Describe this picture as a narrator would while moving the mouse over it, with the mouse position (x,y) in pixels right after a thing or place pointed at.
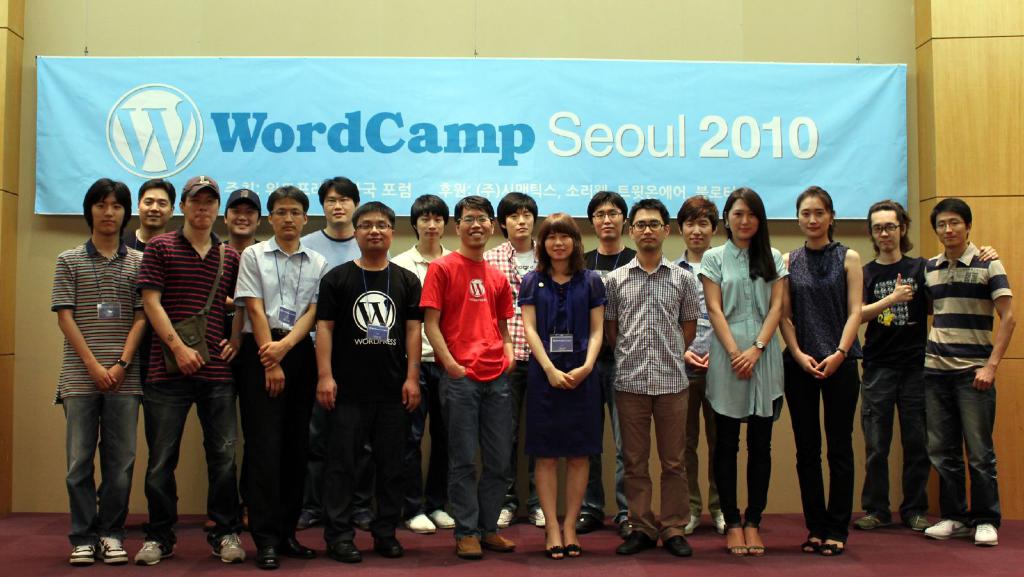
In this image, we can see people (604,252) standing on the stage (782,557) and some are wearing id cards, caps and glasses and one of them is wearing a bag (184,326). In the background (389,149), there is a banner (616,122) and a wall (925,129).
